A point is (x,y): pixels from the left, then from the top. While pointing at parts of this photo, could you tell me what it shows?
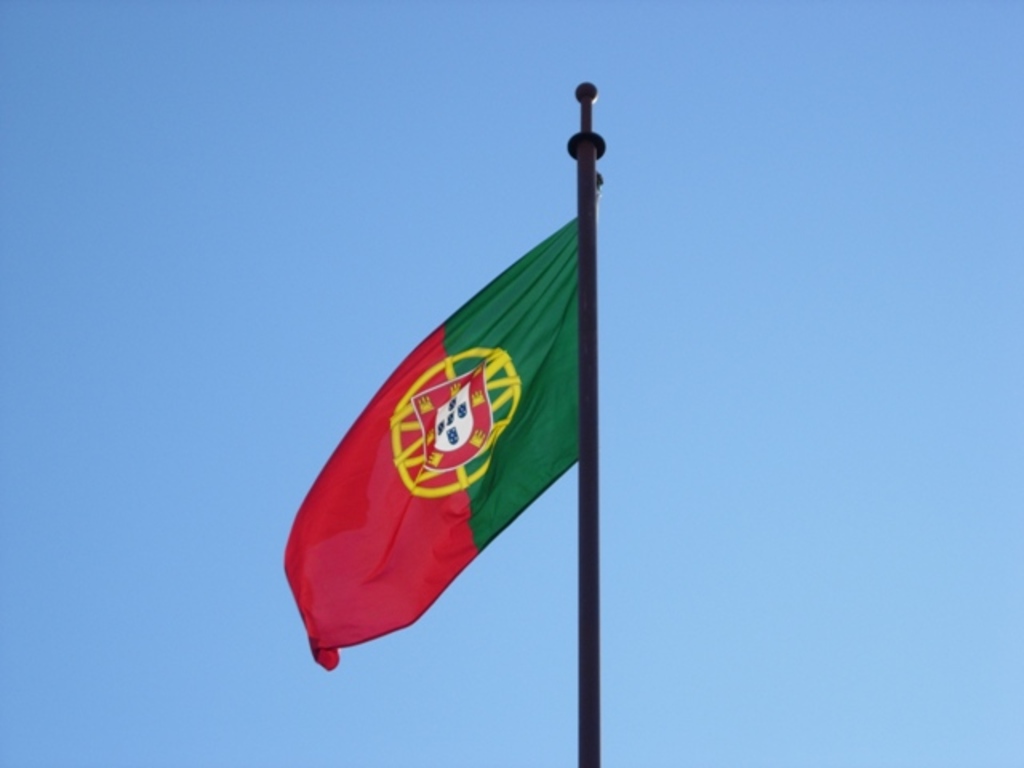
In this image I can see a pole (597,325) and portugal's flag (425,534). In the background (230,590) I can see blue colour.
